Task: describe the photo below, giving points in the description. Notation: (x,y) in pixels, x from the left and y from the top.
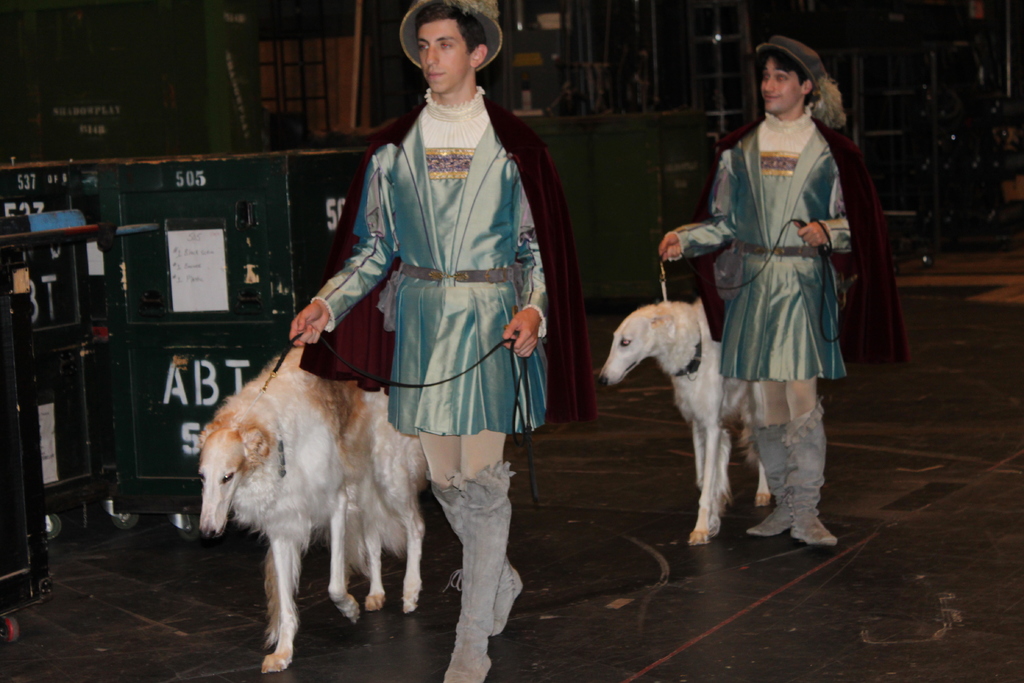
In this picture we can see two men (842,257), they wore caps (416,51), and they are holding animals (662,351) with the help of belts (666,279).
